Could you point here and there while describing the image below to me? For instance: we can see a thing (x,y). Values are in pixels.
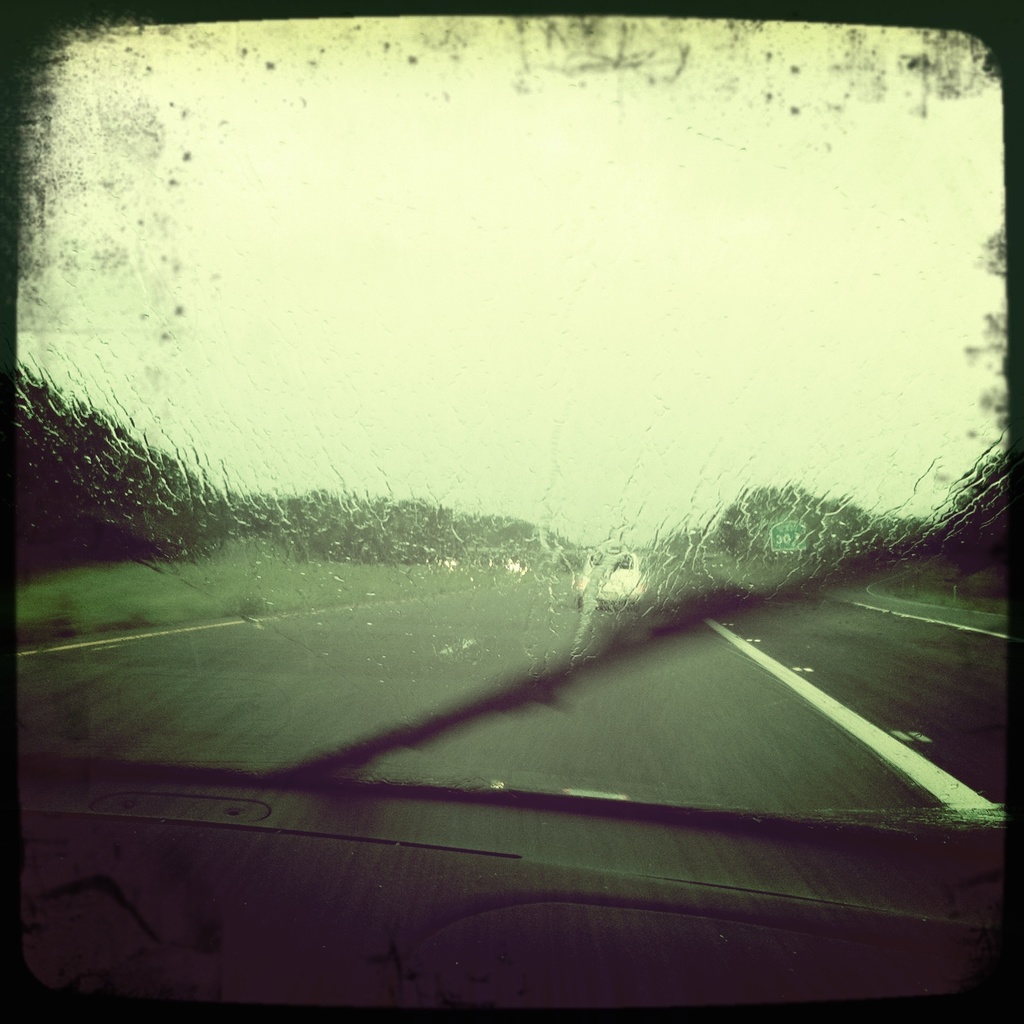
In this picture we can see vehicle windshield (537,749), through this windshield (608,736) we can see windshield wiper (301,770), vehicle (631,556) on the road (800,684), trees (325,513), board (780,537) and sky (595,336).
